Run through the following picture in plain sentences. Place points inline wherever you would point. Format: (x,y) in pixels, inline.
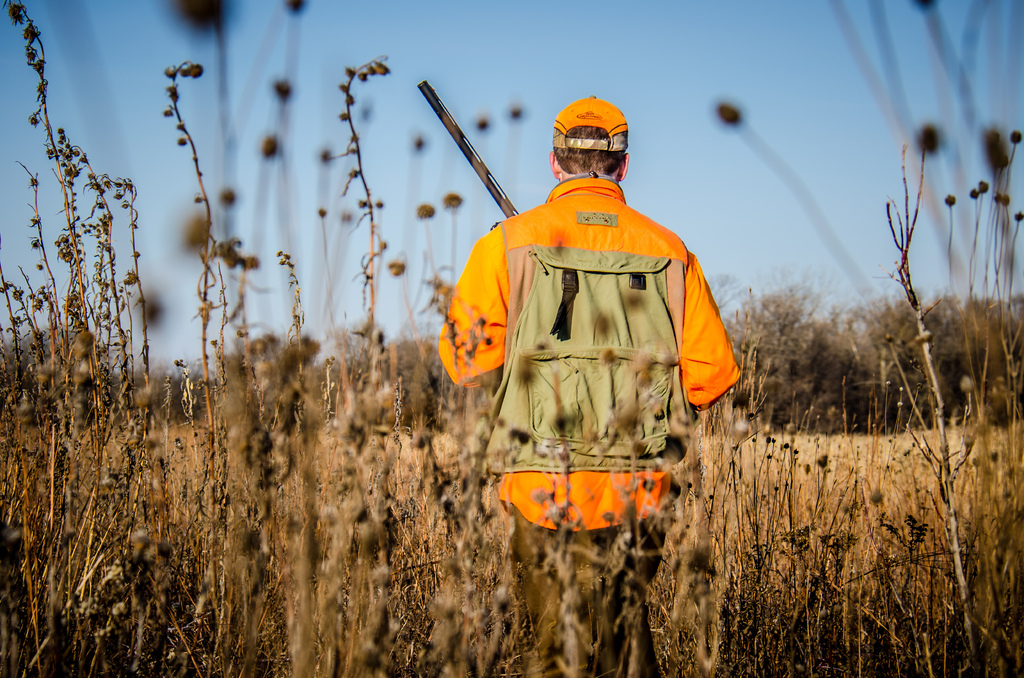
In the center of the image (517,273) a man (551,229) is standing and wearing hat (562,147), bag (620,343). In the background of the image (757,387) we can plants (340,484), trees (807,355) are there. At the top of the image (689,67) we can see the sky (755,175).
